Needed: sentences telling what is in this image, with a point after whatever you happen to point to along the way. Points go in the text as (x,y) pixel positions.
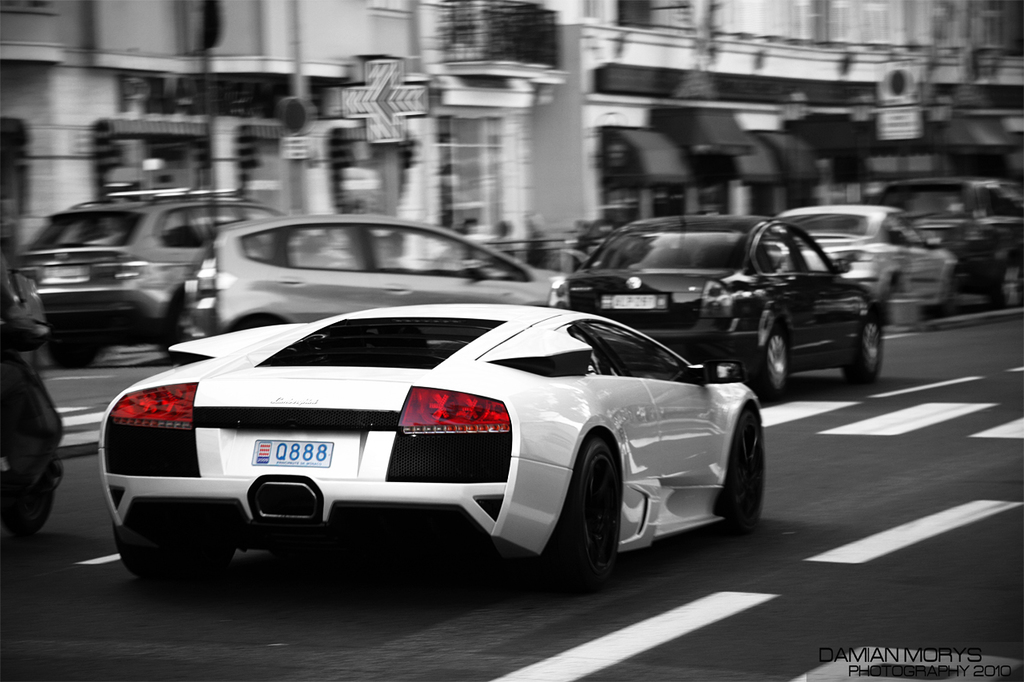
In this image I can see the vehicles (824,315) on the road (831,479). In the background (519,192) I can see the building (477,152) and there are some boards (386,132) in-front of the building (625,38).
